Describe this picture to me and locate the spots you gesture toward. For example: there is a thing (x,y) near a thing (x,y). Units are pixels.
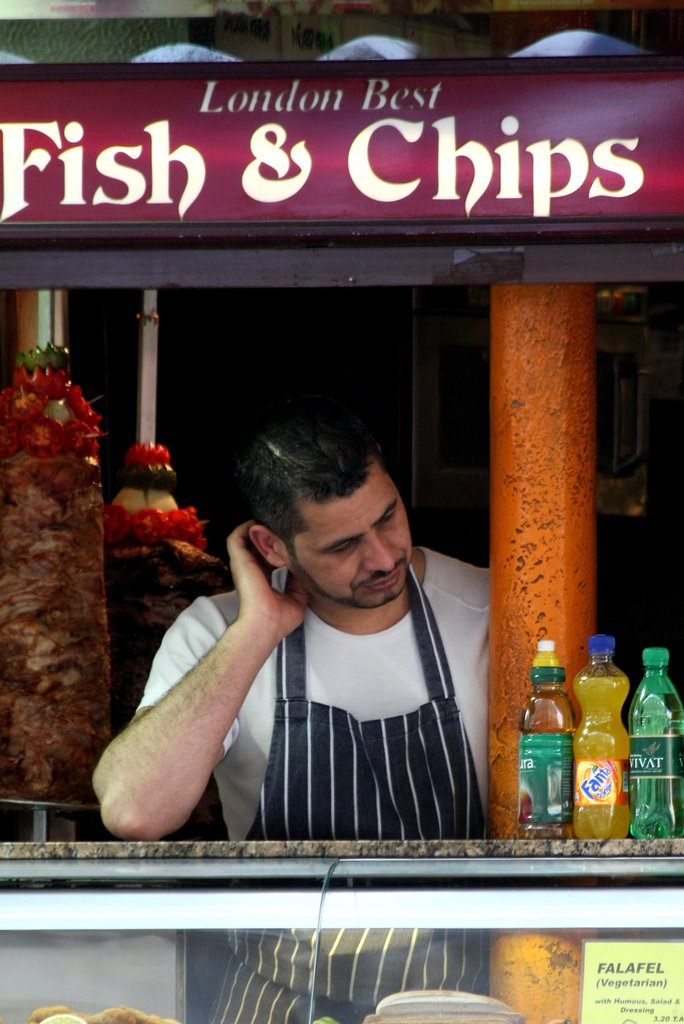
This is the picture of a man (338,721) in white t shirt (341,697) was standing on the floor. In front (652,780) the man (339,721) there is a table (415,874) on the table (473,888) there are bottles (576,796), glass (498,966). Behind the man (244,662) there are some food items (62,604) to the pole (148,331). On top of the man (286,605) there is a board (250,131) written as a fish and chips.
